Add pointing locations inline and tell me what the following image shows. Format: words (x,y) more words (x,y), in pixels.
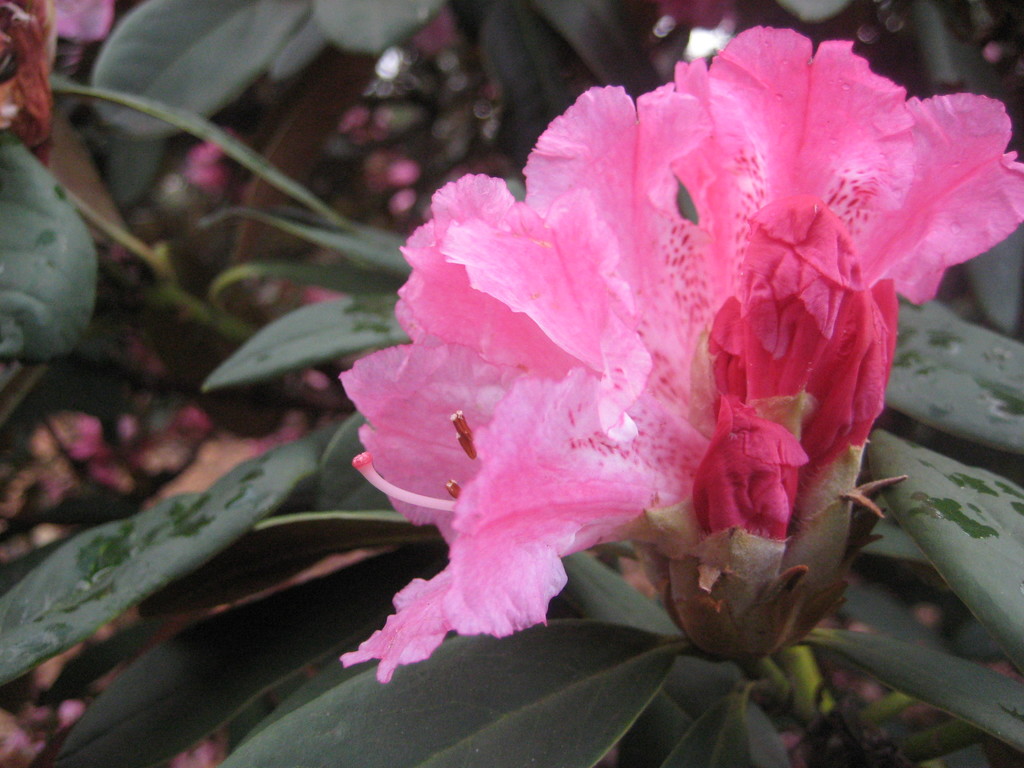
In this picture I can observe pink color flower (586,281) in the middle of the picture (509,336). In the background (354,255) there are plants (354,280).
